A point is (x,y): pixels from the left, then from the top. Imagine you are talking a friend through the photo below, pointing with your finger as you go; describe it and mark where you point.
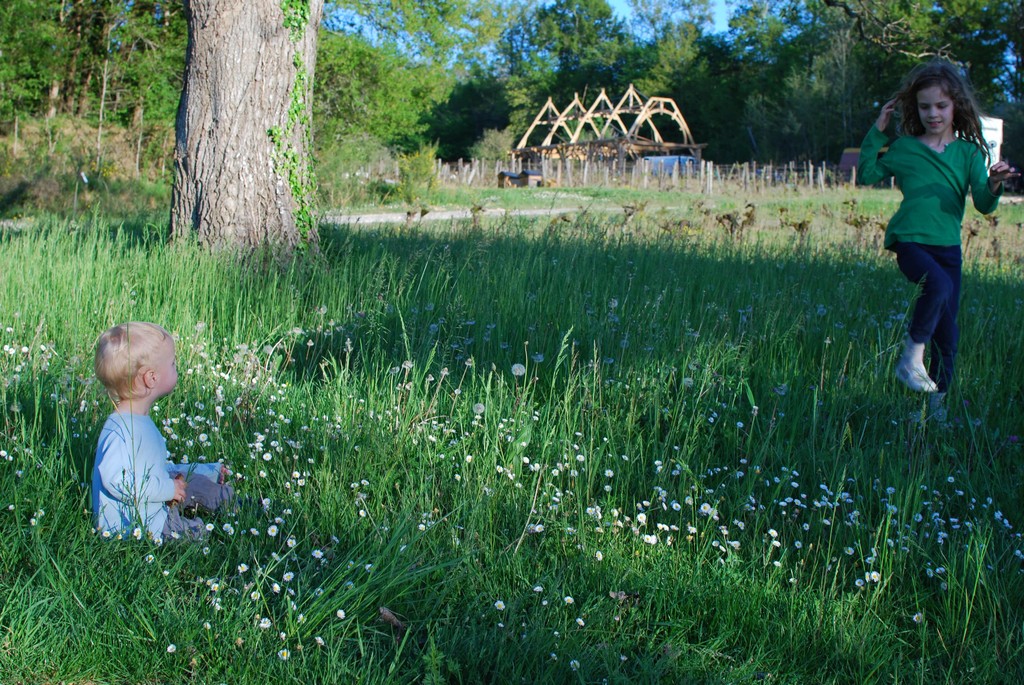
In this picture we can see two kids (919,277) in the front (947,228), at the bottom (765,483) there is grass (761,587) and flowers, in the background (192,115) there are some trees (214,108), we can see an arch (657,147) in the middle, there is the sky (408,36) at the top of the picture (371,16).
